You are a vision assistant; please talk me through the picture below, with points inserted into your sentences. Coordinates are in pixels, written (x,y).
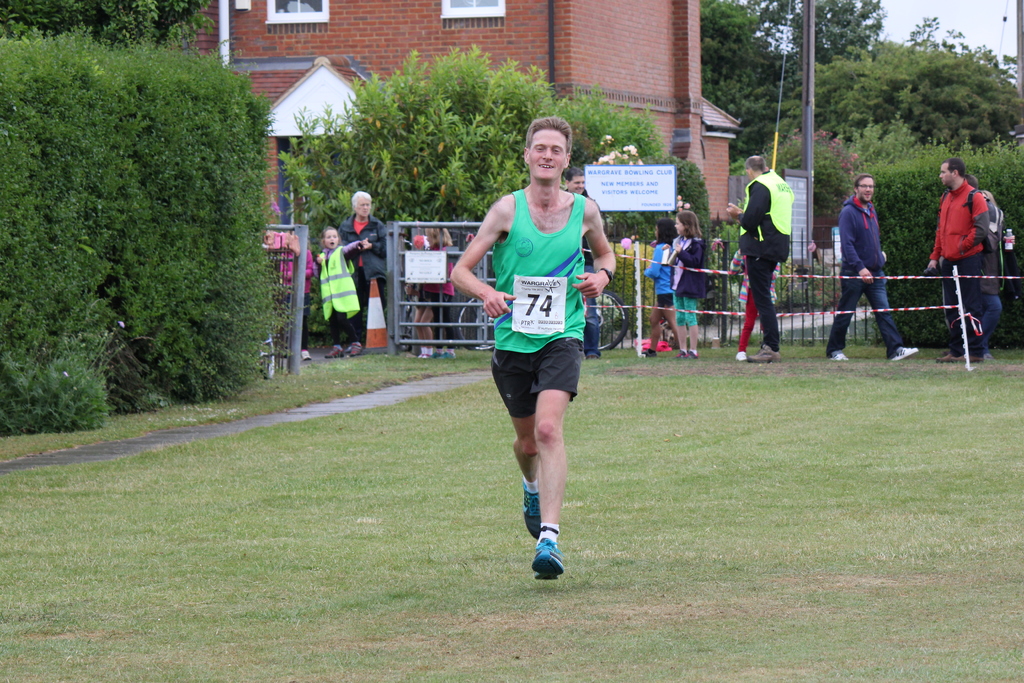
In this image there is a man (502,350) running on the ground (475,516). There is a number badge (535,312) to his t-shirt (545,267). In the background (537,45) there is a building (549,16). On the left side (134,159) there are plants (91,131). In the background (692,254) there are few people (774,230) walking on the ground (472,597). Beside them there is a fence (733,273). On the left side (294,319) there is a gate (394,285).
